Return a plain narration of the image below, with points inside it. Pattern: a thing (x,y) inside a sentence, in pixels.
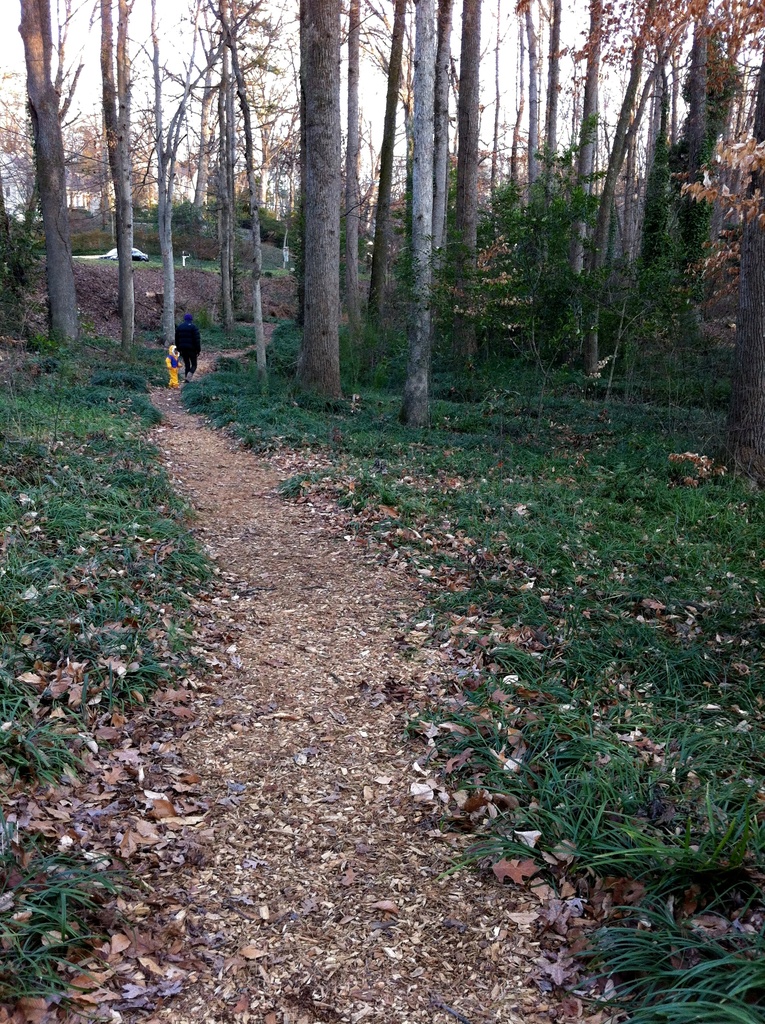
In the foreground of this image (308,649), there is a path (261,554) and on either side, there is grass (545,435), trees (482,276) and two people (188,373) are walking on the path (177,404). In the background (242,161), there are trees (169,140) and the sky (169,32).
